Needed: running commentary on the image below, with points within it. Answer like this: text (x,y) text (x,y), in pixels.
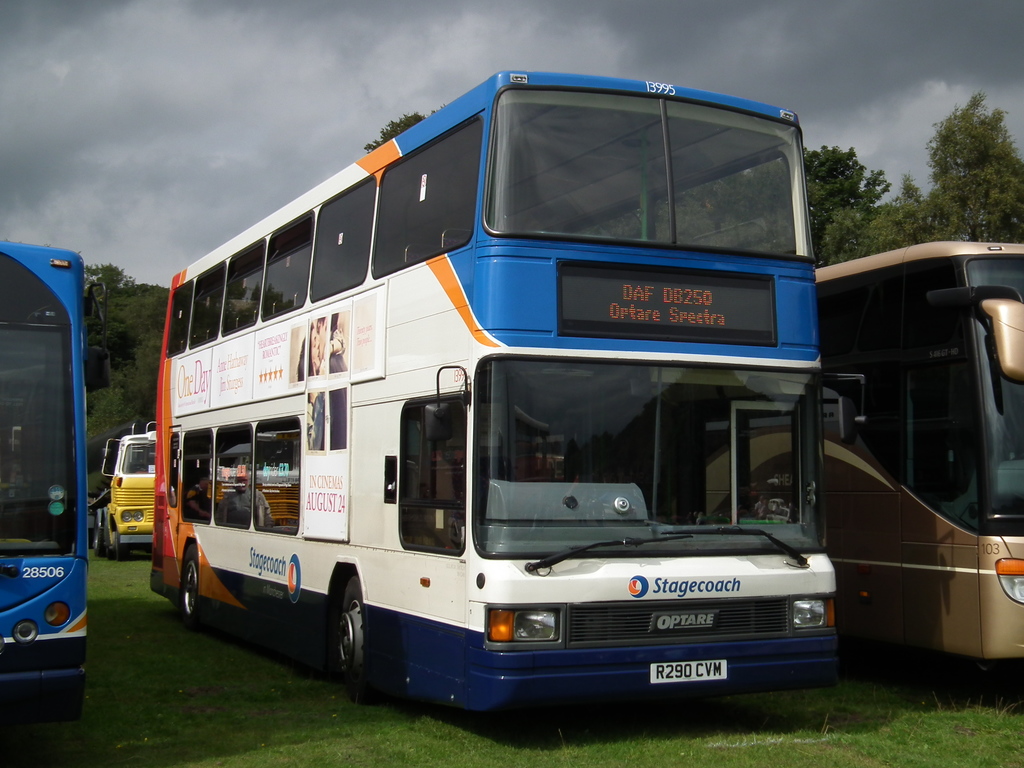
In this image we can see many vehicles (546,433). On the vehicle (241,360) there are boards (306,428). Also there is a screen (636,293). On the ground (353,705) there is grass (739,718). In the background (998,215) there are trees (141,356) and sky (292,113) with clouds (755,93).
